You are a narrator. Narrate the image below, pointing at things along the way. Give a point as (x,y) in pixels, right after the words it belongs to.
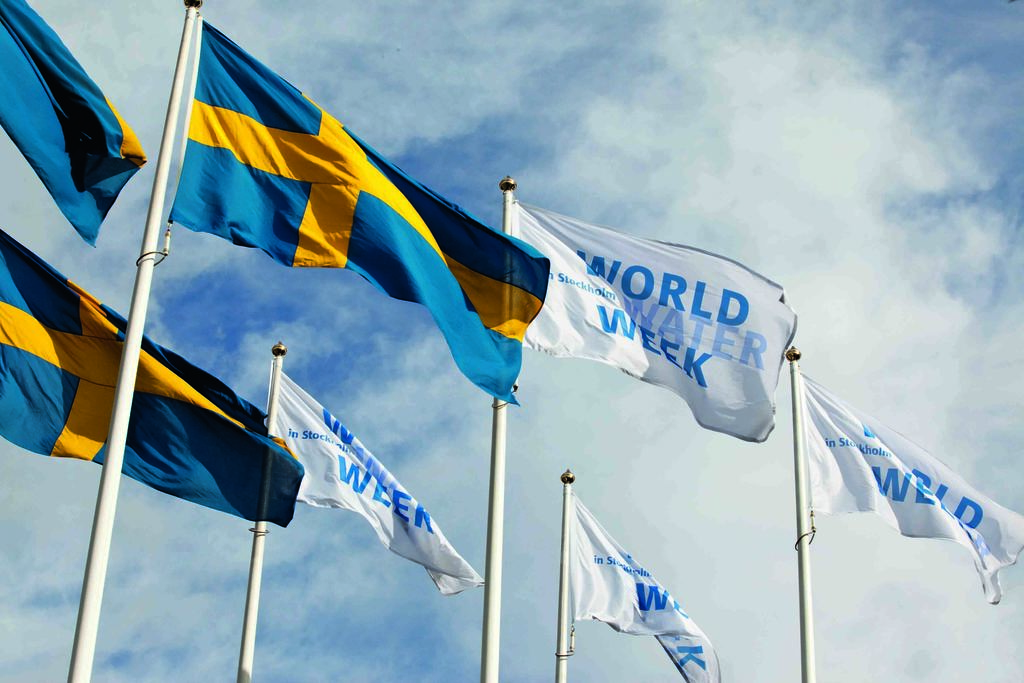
In this picture, there are flags (472,233) to the poles (158,197) which are in different colors. In the background (684,144), there is a sky (835,112) with clouds (752,188).
